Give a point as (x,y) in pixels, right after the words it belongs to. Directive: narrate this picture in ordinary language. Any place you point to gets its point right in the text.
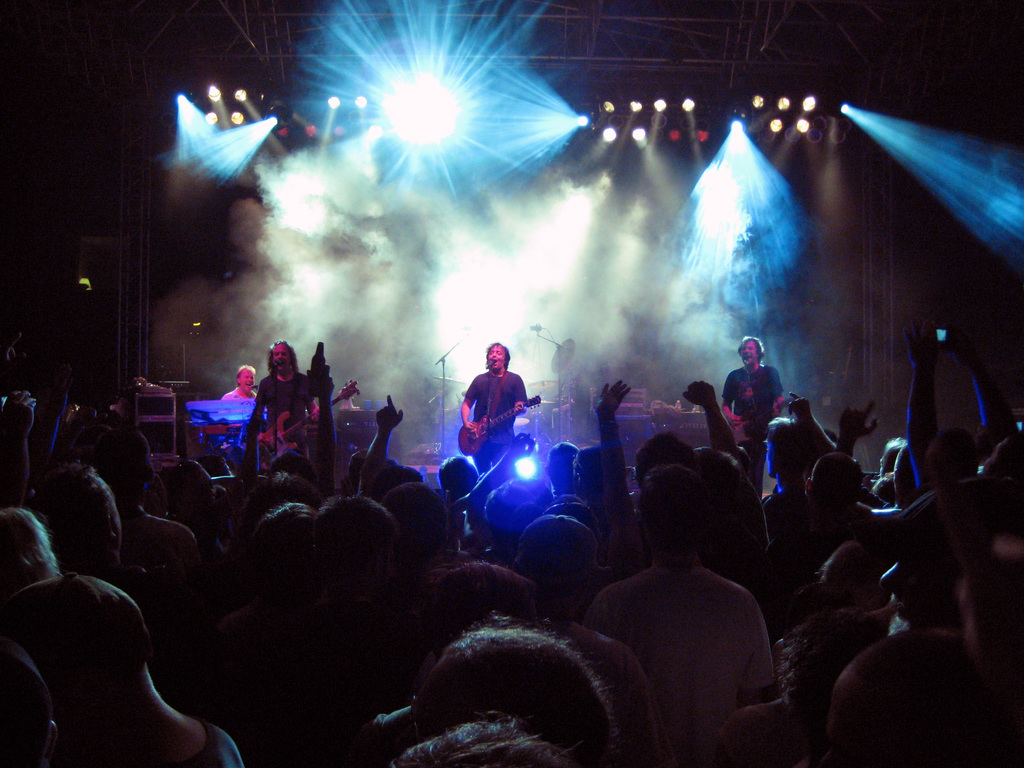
In this picture we can see a few people (59,490) from left to right. There is a light (522,467). We can see some people (747,367) on the stage (382,367). There are three people (517,385) holding musical instruments (304,421) in the hands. We can see a person (470,395) singing in front of a microphone (443,422). There is a man (243,395) sitting on the chair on the left side (250,374). We can see a few musical instruments (210,407), lights (507,156) and other objects (638,59) in the background (440,79).
